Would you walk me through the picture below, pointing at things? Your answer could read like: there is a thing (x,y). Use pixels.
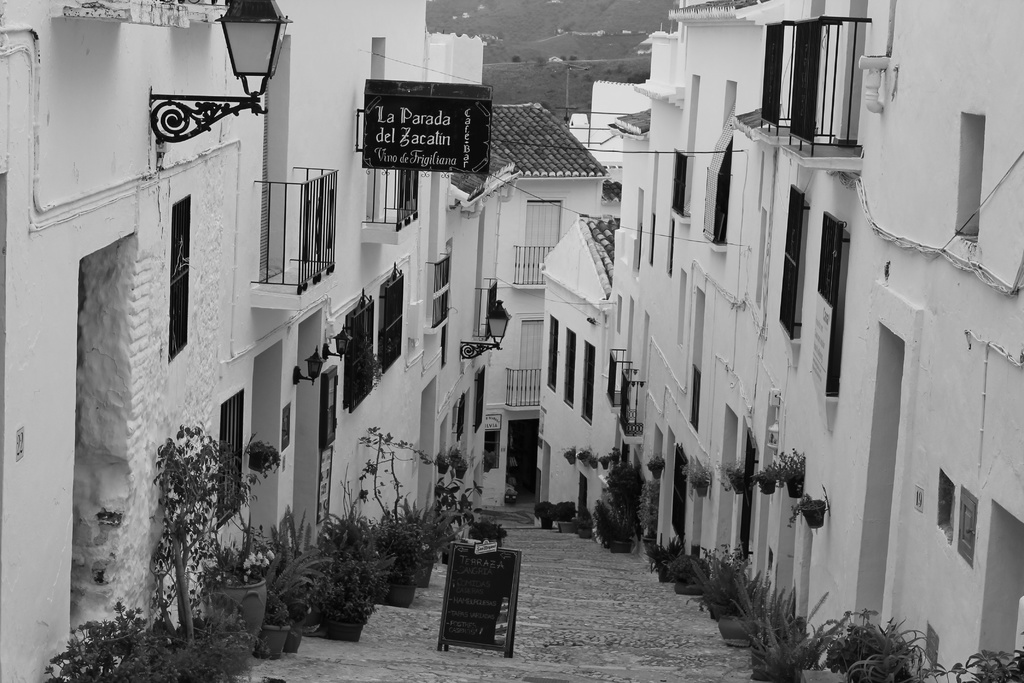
This is a black and white picture. At the bottom of the picture (548,672), we see a staircase (589,596). On either side of the staircase (630,554), we see flower pots (823,674) and buildings (587,407) which are in white color. We even see lights (281,30) and a board (468,169) in black color with some text (448,144) written on it. There are hills (531,60) and trees (629,75) in the background (612,58) and this picture is clicked outside the city.
